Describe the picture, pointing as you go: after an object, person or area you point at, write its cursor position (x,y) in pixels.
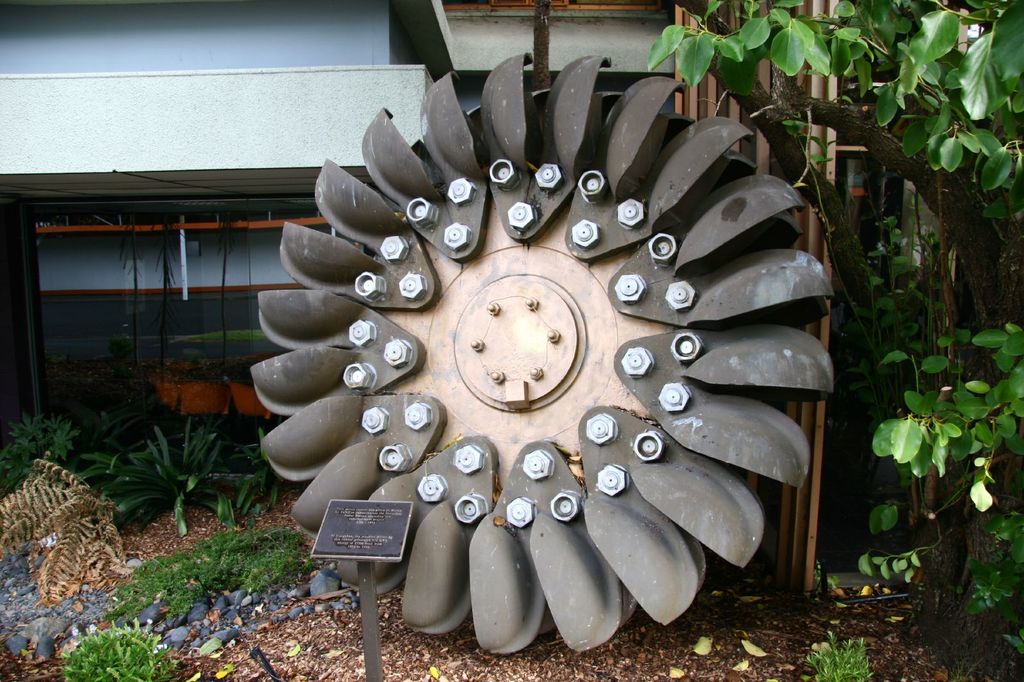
There is turbine (645,251) arranged on the ground (630,621) near a hoarding (382,513) which is attached to the stand (368,565). On the left side (127,641), there are plants (211,459) and grass (190,595) on the ground (170,615). On the right side (997,591), there is a tree (954,439) and a plant (1006,599). In the background (605,71), there is a building (306,36).
